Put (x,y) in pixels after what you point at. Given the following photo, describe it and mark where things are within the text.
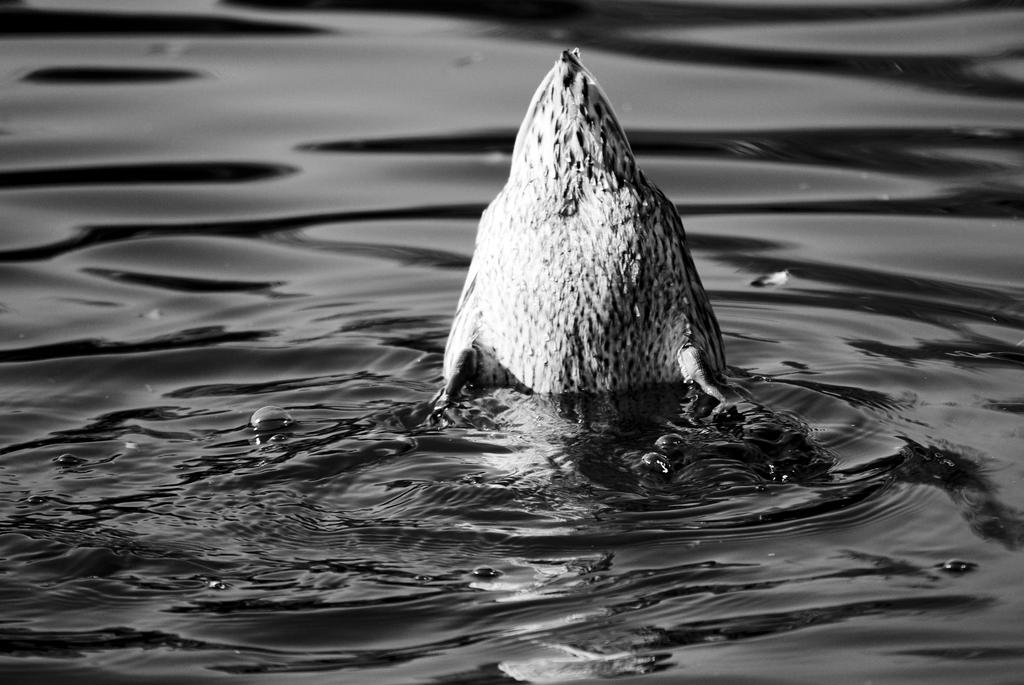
This is a black and white image. In the center of the image (538,251) we can see bird (564,251) in the water (418,492).
